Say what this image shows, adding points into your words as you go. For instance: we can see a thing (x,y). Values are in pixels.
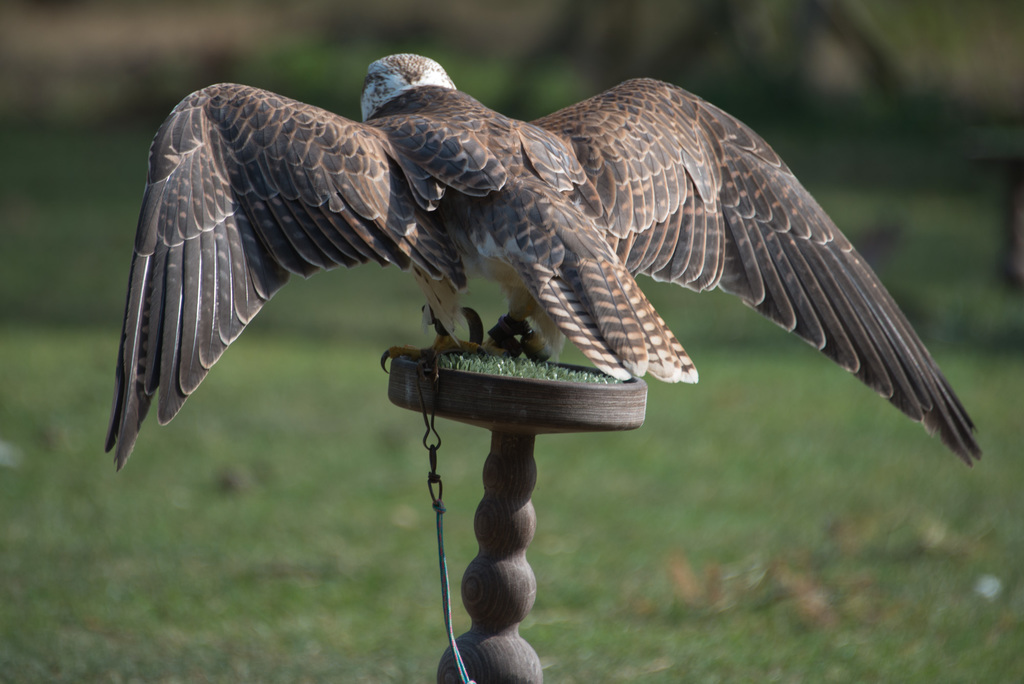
In this image we can see a bird (525,254) standing on the table (500,413) and a chain (433,417) connected to its legs (443,338). In the background (386,511) we can see ground (414,510).
